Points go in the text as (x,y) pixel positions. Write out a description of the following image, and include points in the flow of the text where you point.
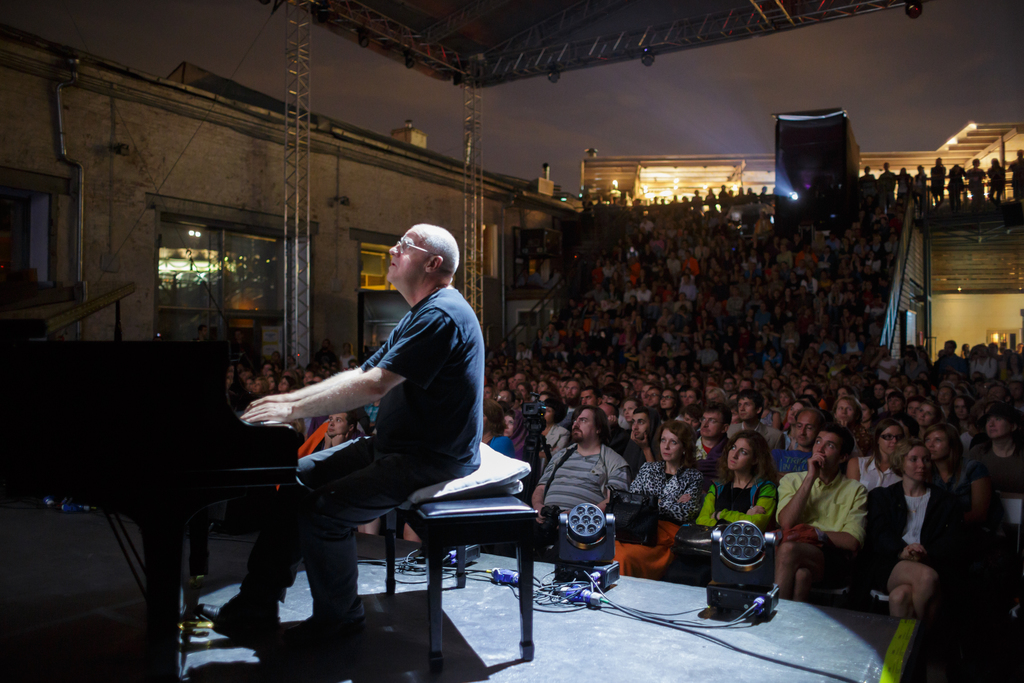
a person (422,349) is sitting and playing a keyboard (257,422). behind him there are many people (763,353) sitting.
